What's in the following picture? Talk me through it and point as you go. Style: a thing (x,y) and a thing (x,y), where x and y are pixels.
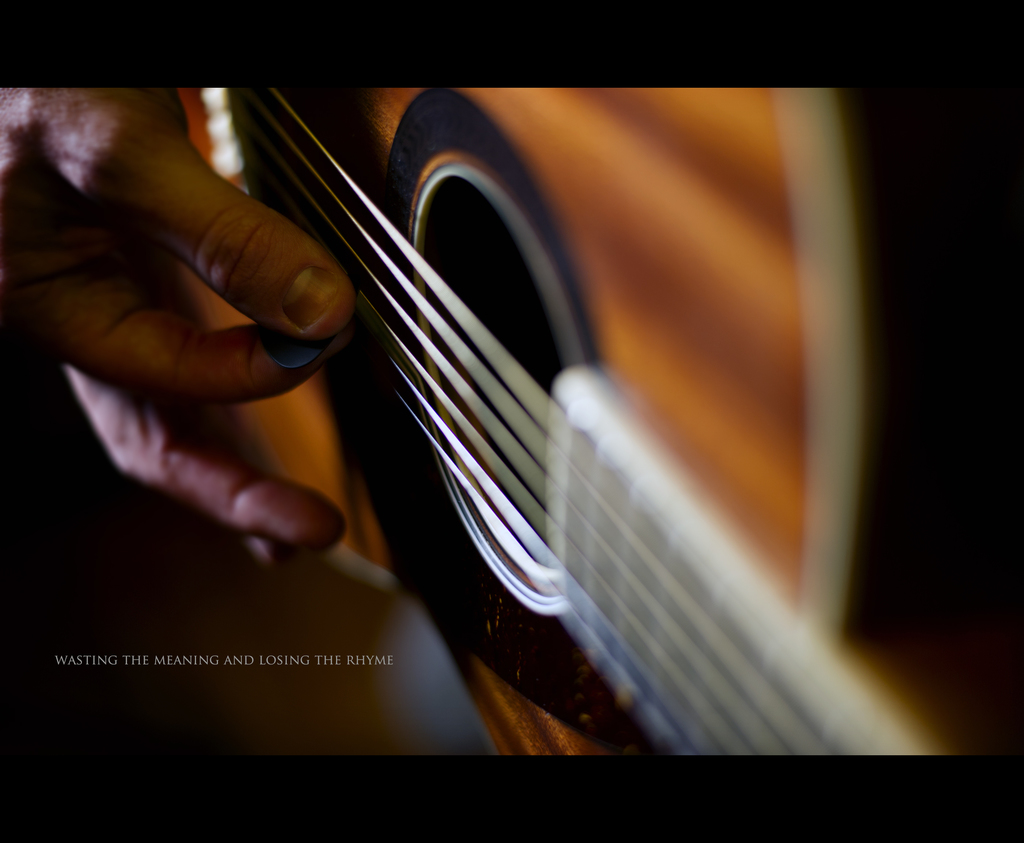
In this image a person's hand (195,491) is visible. He is playing a guitar (600,461). Left bottom there is some text (285,663).
